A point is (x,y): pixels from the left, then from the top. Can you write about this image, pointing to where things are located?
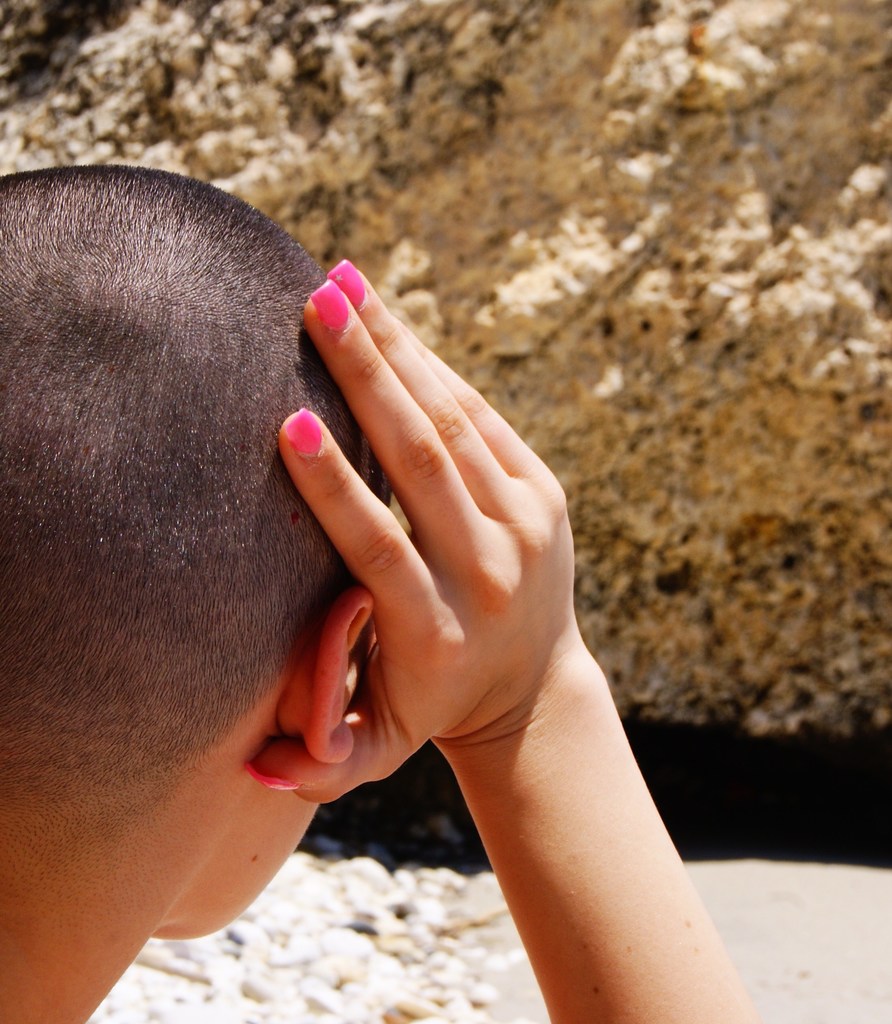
In this image we can see a person (417,501). In the background (630,697), we can see a rock (460,237).
